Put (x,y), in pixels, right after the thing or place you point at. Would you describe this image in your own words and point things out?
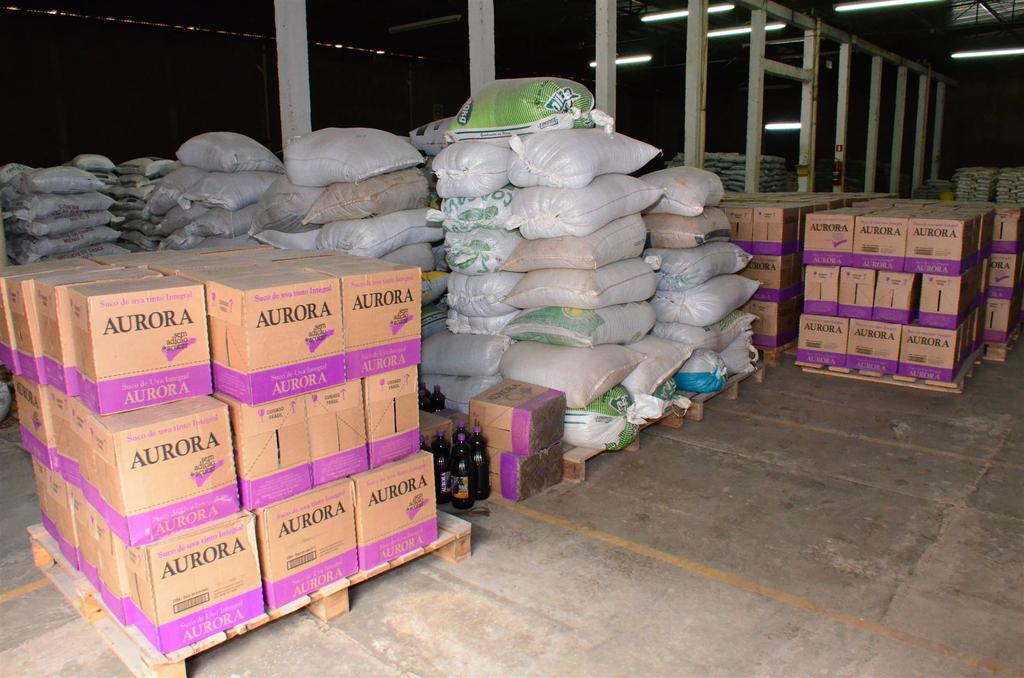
This picture is an inside view of a room (55,86). In this picture we can see boxes (519,403), pallets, bottles (457,445), bags (581,204), poles (837,107), lights (918,4). At the top of the image (919,21) we can see the roof (915,40). At the bottom of the image (718,586) we can see the floor (680,581). In the background (391,49) the image is dark.
